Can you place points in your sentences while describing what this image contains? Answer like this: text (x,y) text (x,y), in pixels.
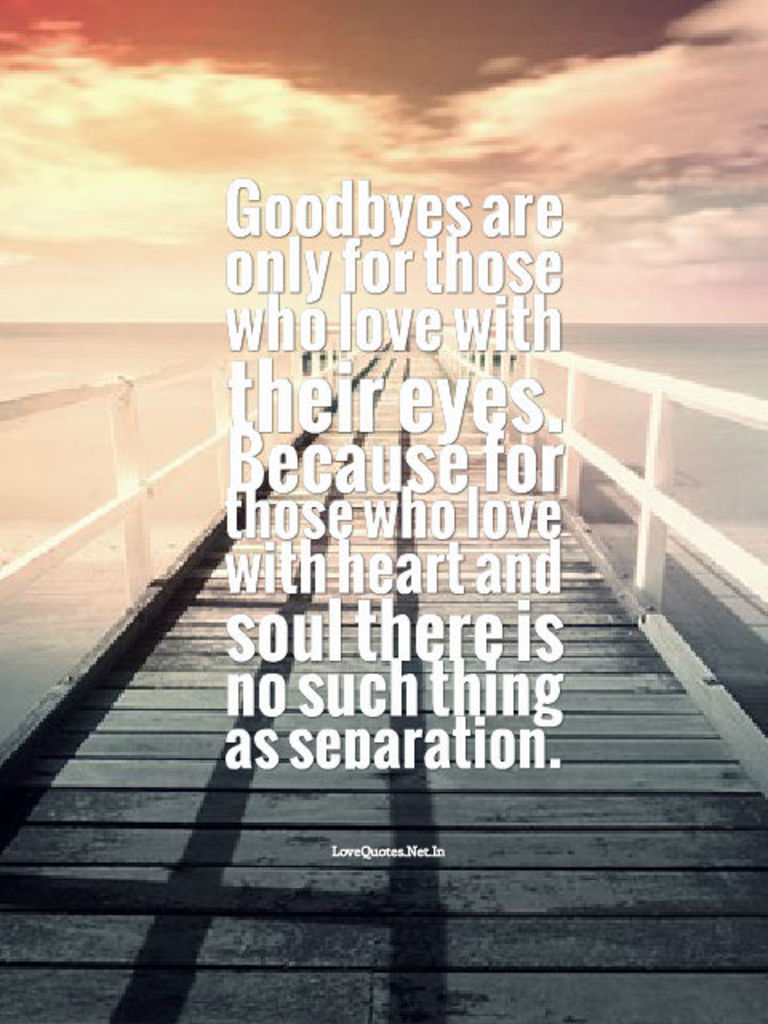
In this image we can see the picture of a large water body (91,552) under a bridge (167,717). We can also see the sky (151,236) which looks cloudy and some text (493,749) on the image.
